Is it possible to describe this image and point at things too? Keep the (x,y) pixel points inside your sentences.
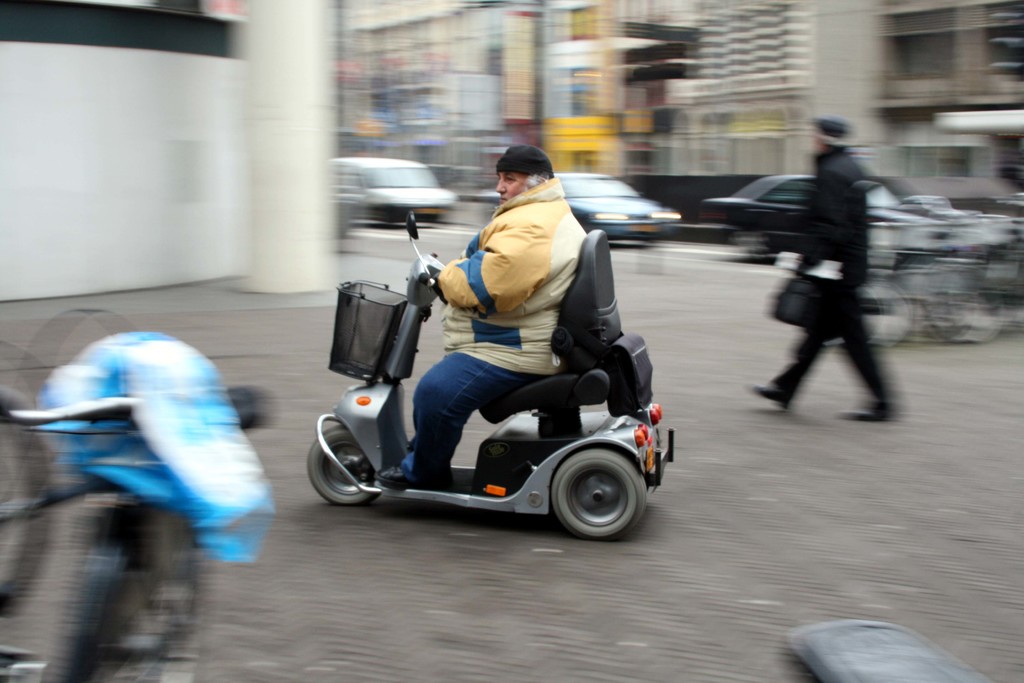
There is a man (504,362) sitting and holding scooter (408,315) and this person (811,277) walking. Background it is blurry and we can see cars (443,195) on the road (743,320).
